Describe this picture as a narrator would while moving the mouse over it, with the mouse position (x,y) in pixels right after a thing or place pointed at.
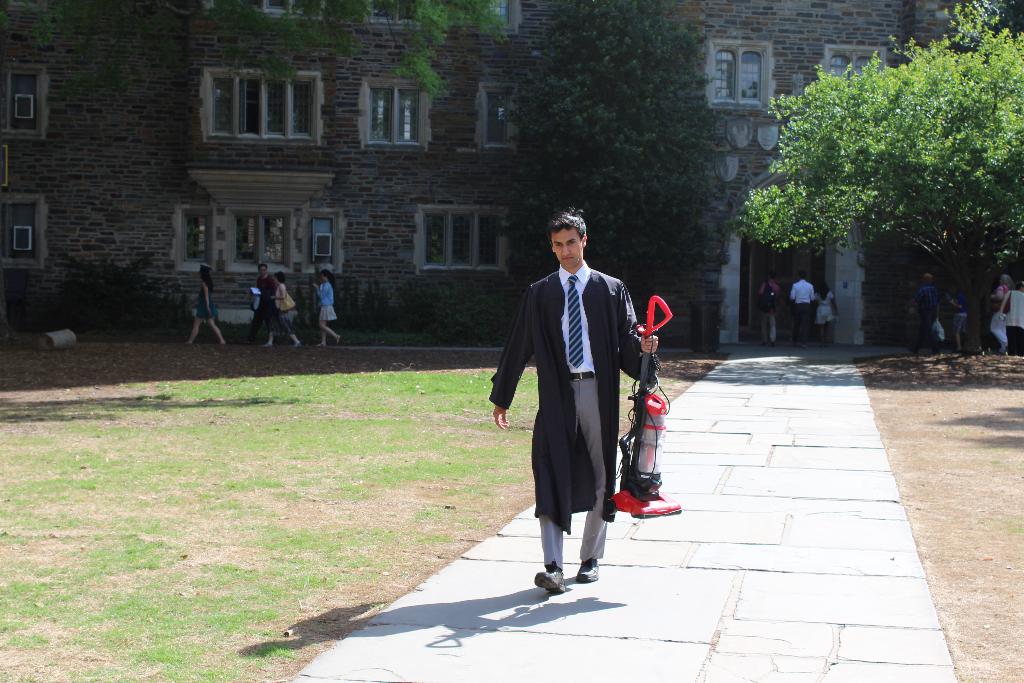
In this image there is a man (590,387) walking on the path (577,562). He is holding a object (662,446) in his hand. On the either sides of the path (619,455) there's grass (240,459) on the ground (208,433). In the background (415,164) there is a building (768,69). There are trees (652,88) in front of the building (262,101). There are people (324,278) walking near to the building (880,306).
